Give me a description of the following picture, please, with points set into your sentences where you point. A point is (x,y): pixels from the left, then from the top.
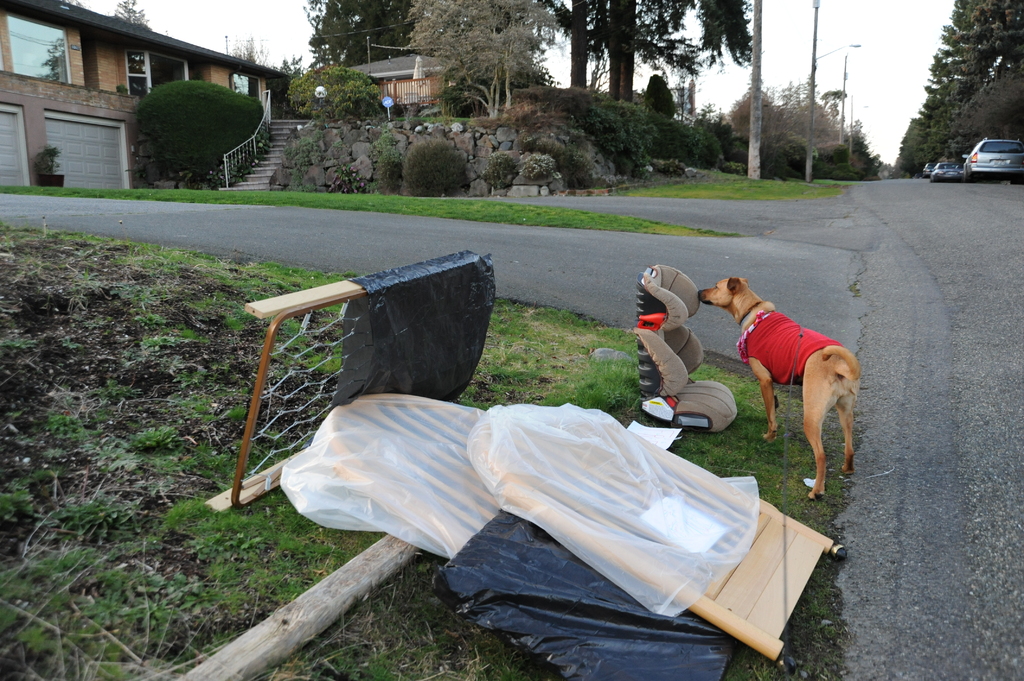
In this image I can see some objects (456,468) on the grass (368,628). I can see a dog (792,368). I can see some vehicles (933,172) on the road (864,266). In the background (141,50), I can see a house (186,77) and the trees (494,76).
